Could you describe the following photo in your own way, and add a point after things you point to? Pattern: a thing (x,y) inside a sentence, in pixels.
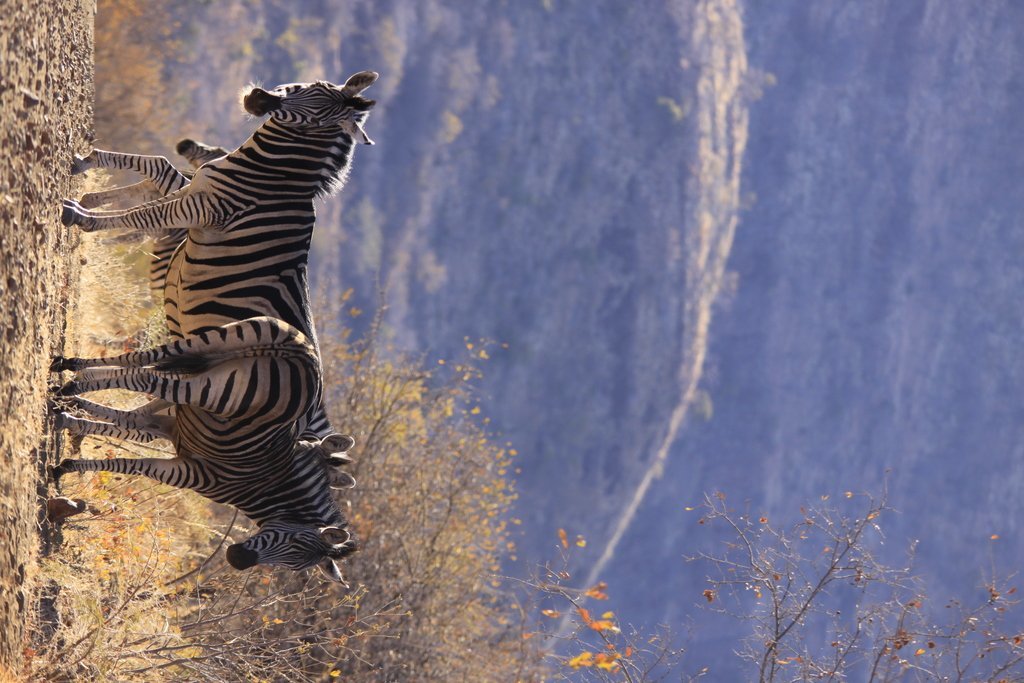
In this image there are zebras (178,315) standing on the land (30,262). Bottom of the image (405,594) there are plants (553,612) and trees (887,655). Background (478,62) there is a hill (799,314) having trees (615,260).
